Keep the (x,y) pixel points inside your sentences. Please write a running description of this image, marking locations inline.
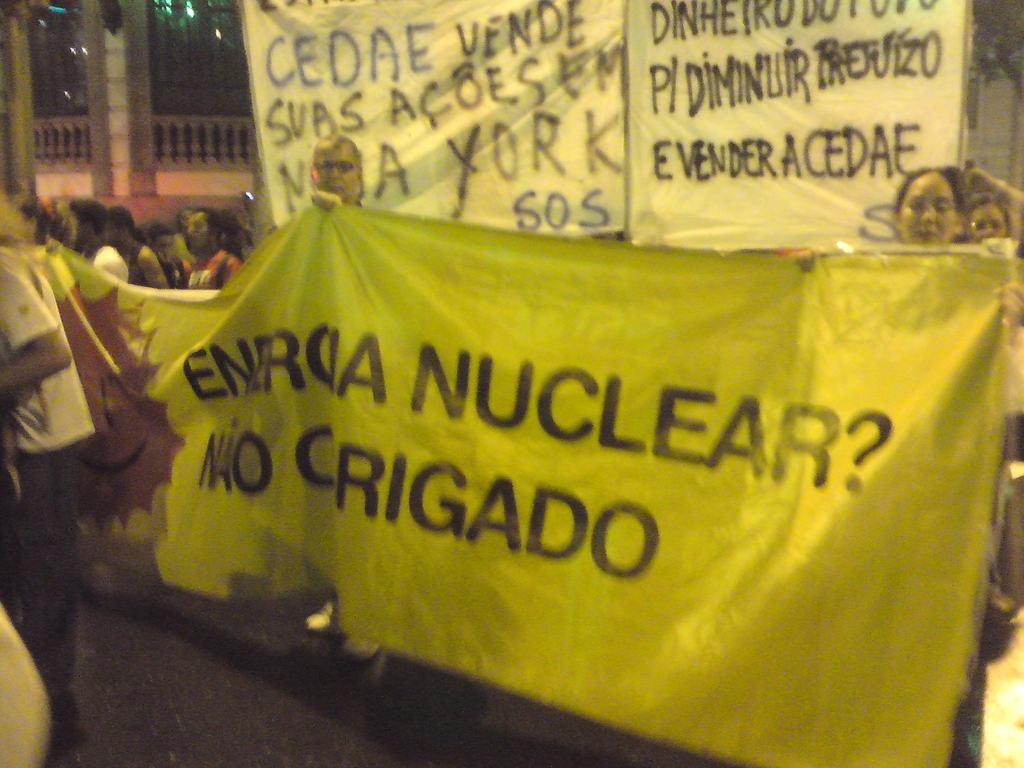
In the image we can see there are many people (104,223) wearing clothes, this is a footpath (235,689), banner (552,340) and a fence (177,141). We can even see light (189,10).
